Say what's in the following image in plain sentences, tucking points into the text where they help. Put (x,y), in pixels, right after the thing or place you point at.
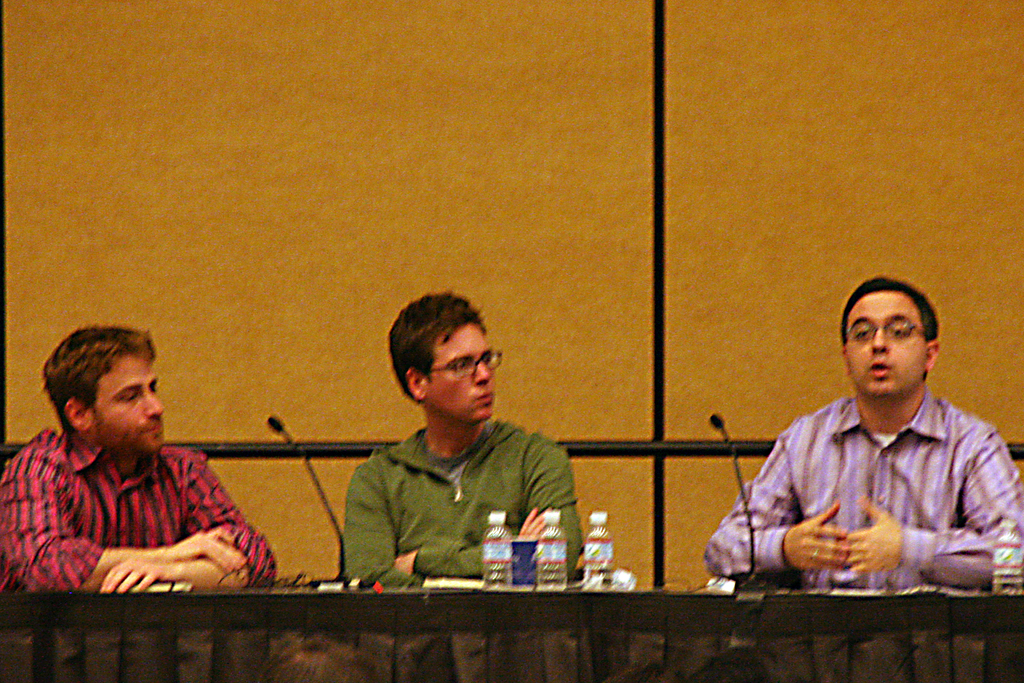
In this image three persons (870,484) are sitting before a table (556,613) having few bottles (593,566) and mics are on it. Behind them there is wall (920,22). Person (571,485) wearing green jacket (485,481) is having spectacles (468,364).
